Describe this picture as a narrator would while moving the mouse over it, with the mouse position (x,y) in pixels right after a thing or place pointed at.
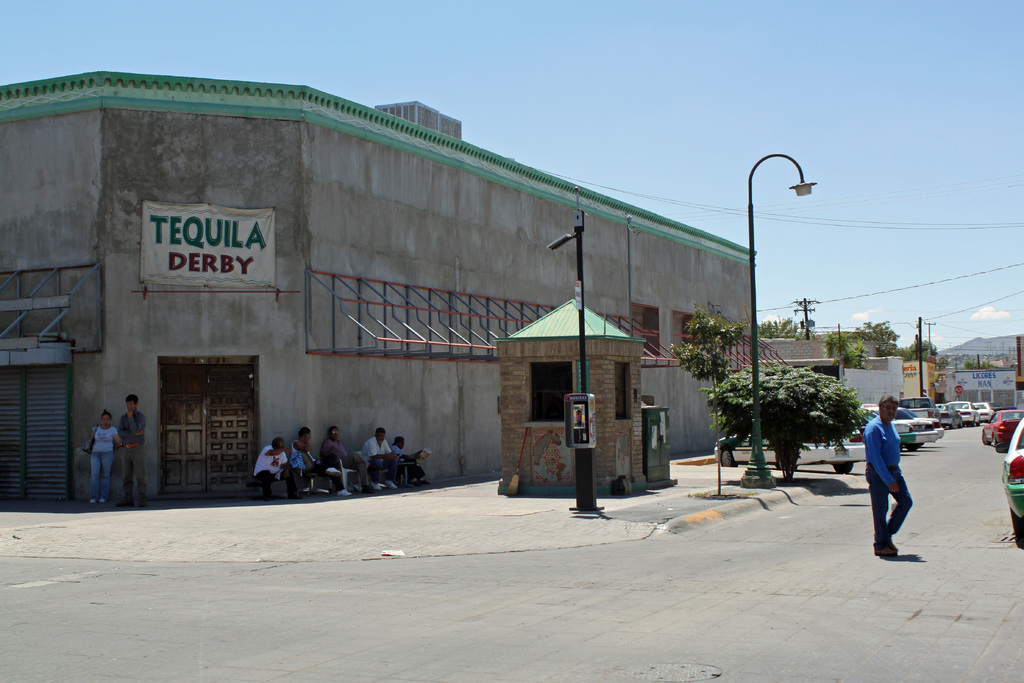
In this image we can see a commercial building (452,222) beside the building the people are sitting on the chair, one person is walking on the road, some vehicles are parked and some vehicles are on the road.
